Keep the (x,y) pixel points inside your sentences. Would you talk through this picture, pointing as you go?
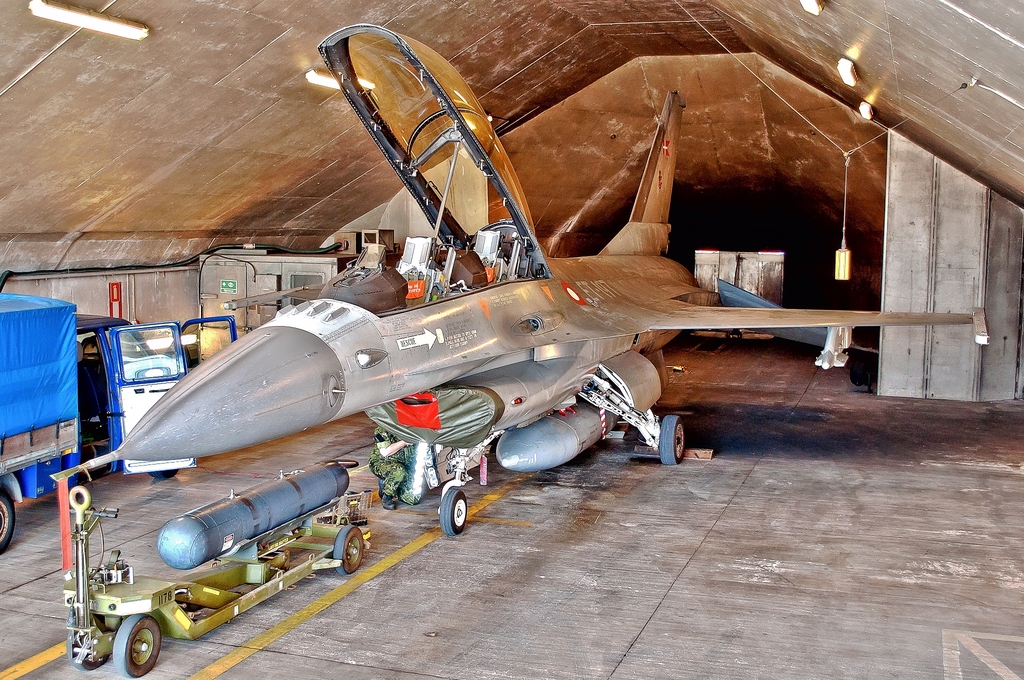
In the image we can see there is an aeroplane (508,370) standing on the ground (653,509) and on the top (609,107) there is roof (869,22). There are tube lights (39,12) on the roof (162,78) and there is a vehicle (80,360) parked beside the aeroplane (350,367). The aeroplane (356,385) is being repaired.
